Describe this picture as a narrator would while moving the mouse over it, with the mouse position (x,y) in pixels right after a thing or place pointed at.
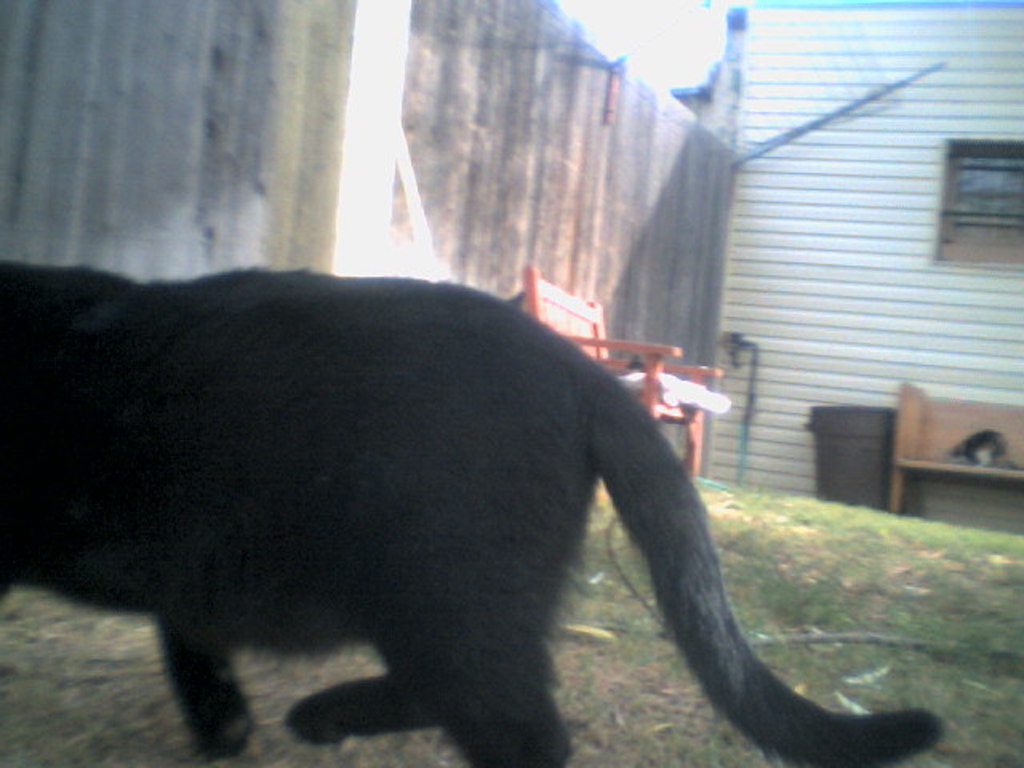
In this image I can see an animal (248,484) which is black in color is on the ground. I can see a chair (605,356), a bench (1012,430), a black colored object (875,449), the wall (455,143), a house (824,175) and few other objects (871,94).
